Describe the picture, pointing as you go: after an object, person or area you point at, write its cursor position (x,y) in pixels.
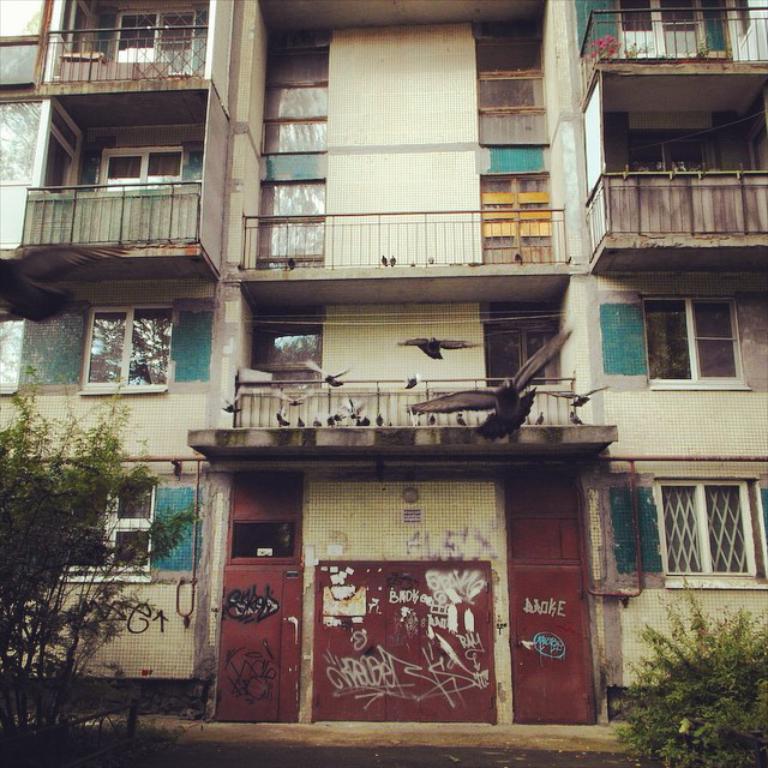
In this image I can see a building (404,280) and number of windows (649,166). I can also see railings (143,73), birds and in the front of the building (649,555) I can see two plants (738,702). On the bottom side of this image (275,599) I can see something is written on the building's wall (593,630).
